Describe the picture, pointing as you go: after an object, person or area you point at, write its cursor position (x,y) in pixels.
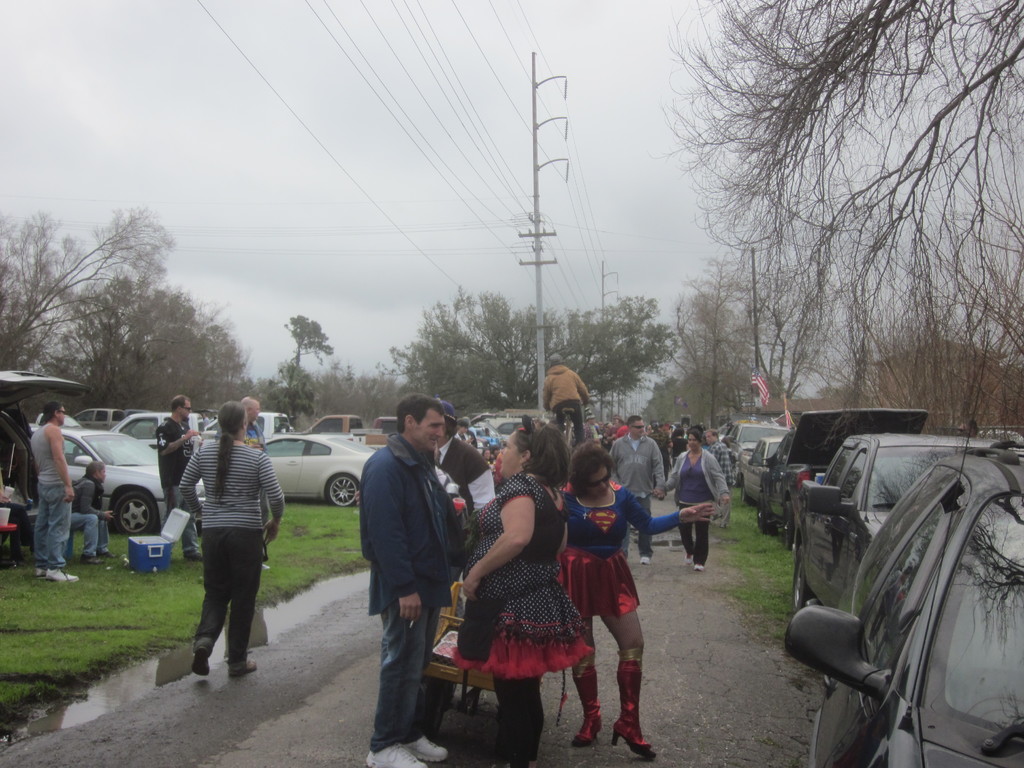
This image is taken outdoors. At the top of the image (249,129) there is the sky (338,111) with clouds (572,117). In the background (213,395) there are many trees (79,396) and plants (829,393). There are a few poles (542,306) with wires (417,73). Many cars (119,416) are parked on the ground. In the middle of the image (573,456) a few people (604,535) walking on the road (657,598) and a few (430,591) are standing. There are many objects (164,531).
